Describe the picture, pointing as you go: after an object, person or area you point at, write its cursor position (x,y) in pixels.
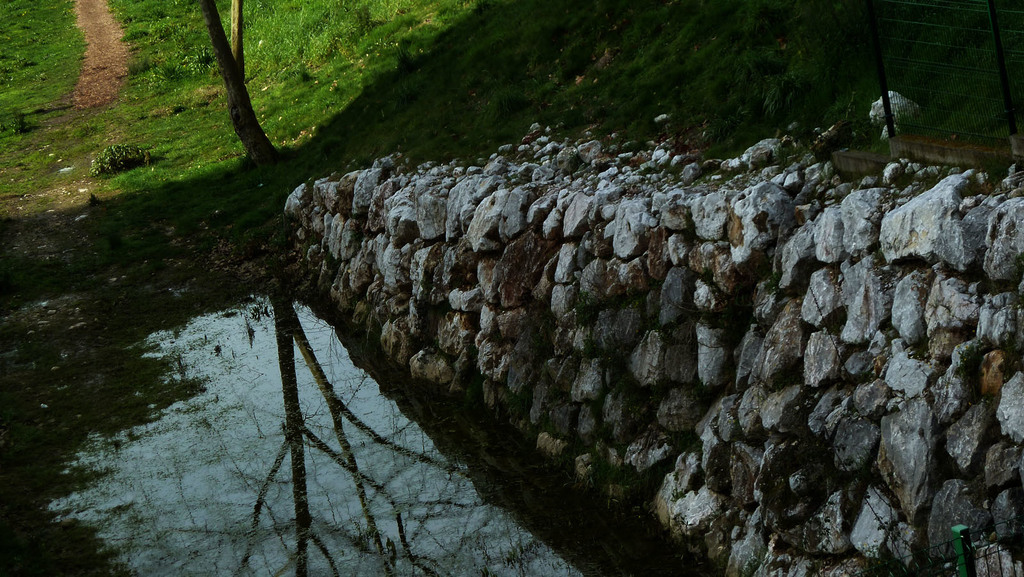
In this picture I can see rocks (361,193), grass (198,40), there is a reflection (278,330) of trees (296,336) and the sky (263,356) on the water (254,406).
